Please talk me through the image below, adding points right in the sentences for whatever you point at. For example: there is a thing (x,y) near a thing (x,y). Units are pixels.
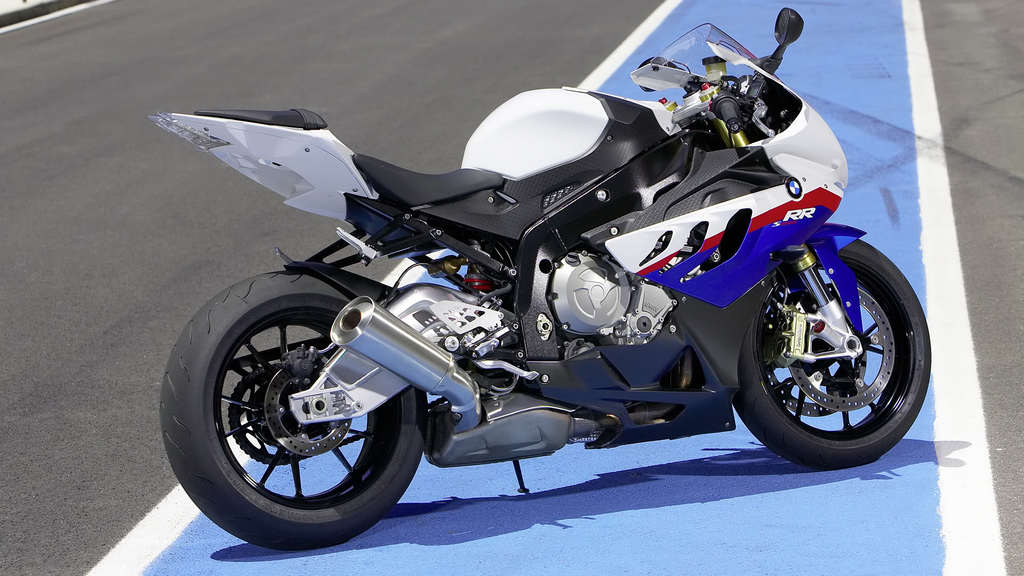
In this image there is a bike (424,206) parked on the ground (896,471). There are markings (906,252) on the ground (764,537). There is text (783,221) on the bike (800,215).
